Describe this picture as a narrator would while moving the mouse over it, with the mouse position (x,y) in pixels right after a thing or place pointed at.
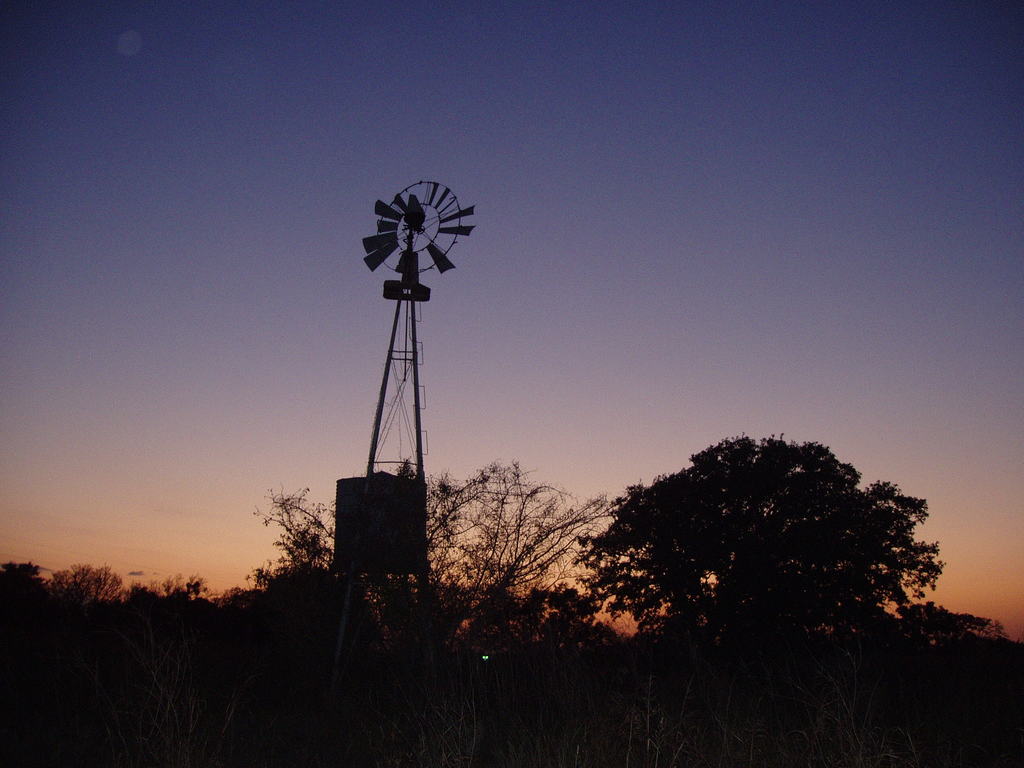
In this image we can see a windmill (418,197) placed on the ground (186,741). In the background (318,283) we can see group of trees (758,549) and sky (742,177).
